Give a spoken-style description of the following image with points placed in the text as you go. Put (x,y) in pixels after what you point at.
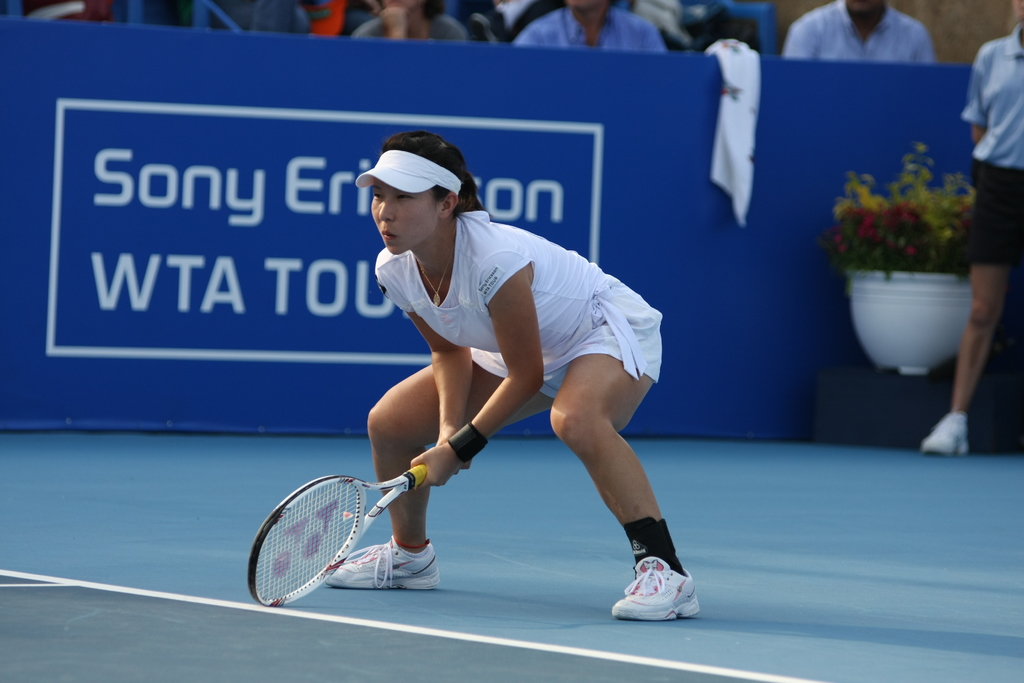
In this image in the center (518,331) there is one woman (582,415) who is holding a racket (341,495) and on the background (416,15) there are a group of people (606,27) who are sitting. And on the right side (907,282) there is one flower pot (884,296) and plant (904,261) and one person (976,258) is standing.
